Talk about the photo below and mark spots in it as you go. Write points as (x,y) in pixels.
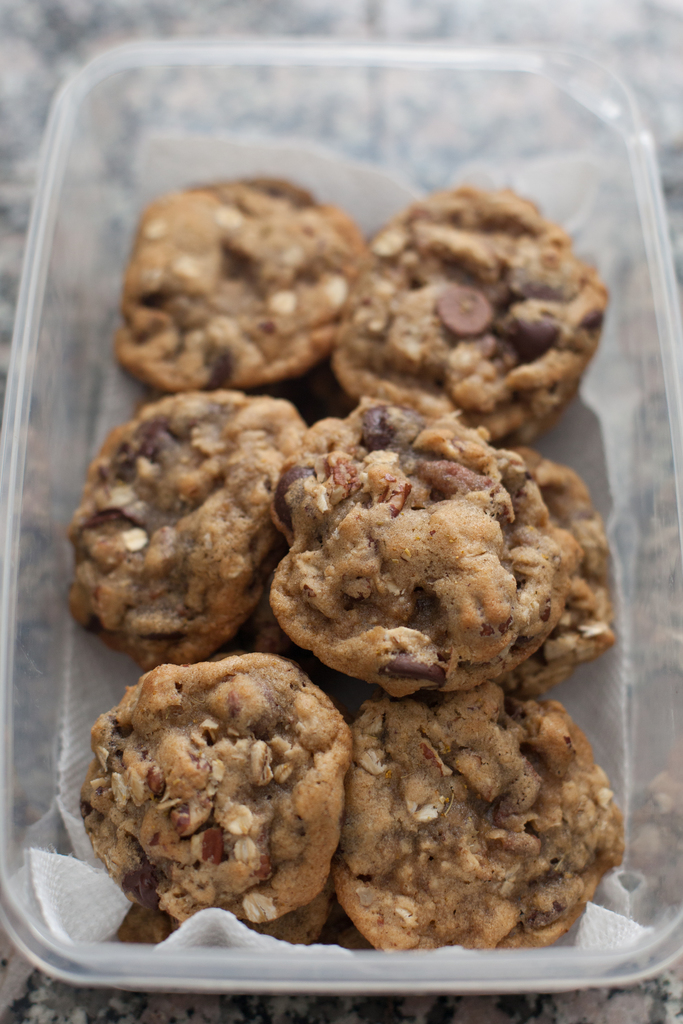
In this picture we can see few cookies (425,645) in the box (680,626).
